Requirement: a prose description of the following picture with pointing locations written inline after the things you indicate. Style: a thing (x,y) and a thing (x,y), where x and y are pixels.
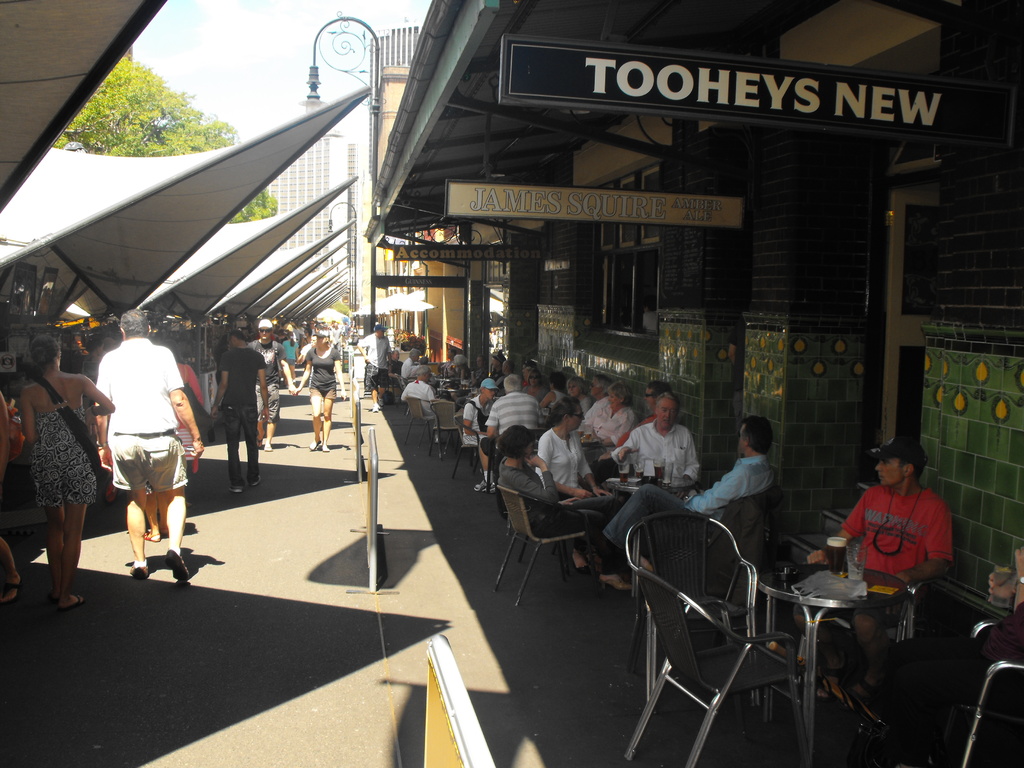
In the foreground (627,407) I can see a crowd (607,522) is sitting in the chairs (726,601) in front of the table (767,591) on which I can see bottles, glasses (857,582) and so on. In the left (328,352) I can see a crowd (312,364) is walking on the road (129,586) and tents (208,267). In the background (473,256) I can see shops (600,334), street lights (373,183), buildings (351,158) and trees (175,130). On the top (214,73) I can see the sky (258,51). This image is taken during a day.
